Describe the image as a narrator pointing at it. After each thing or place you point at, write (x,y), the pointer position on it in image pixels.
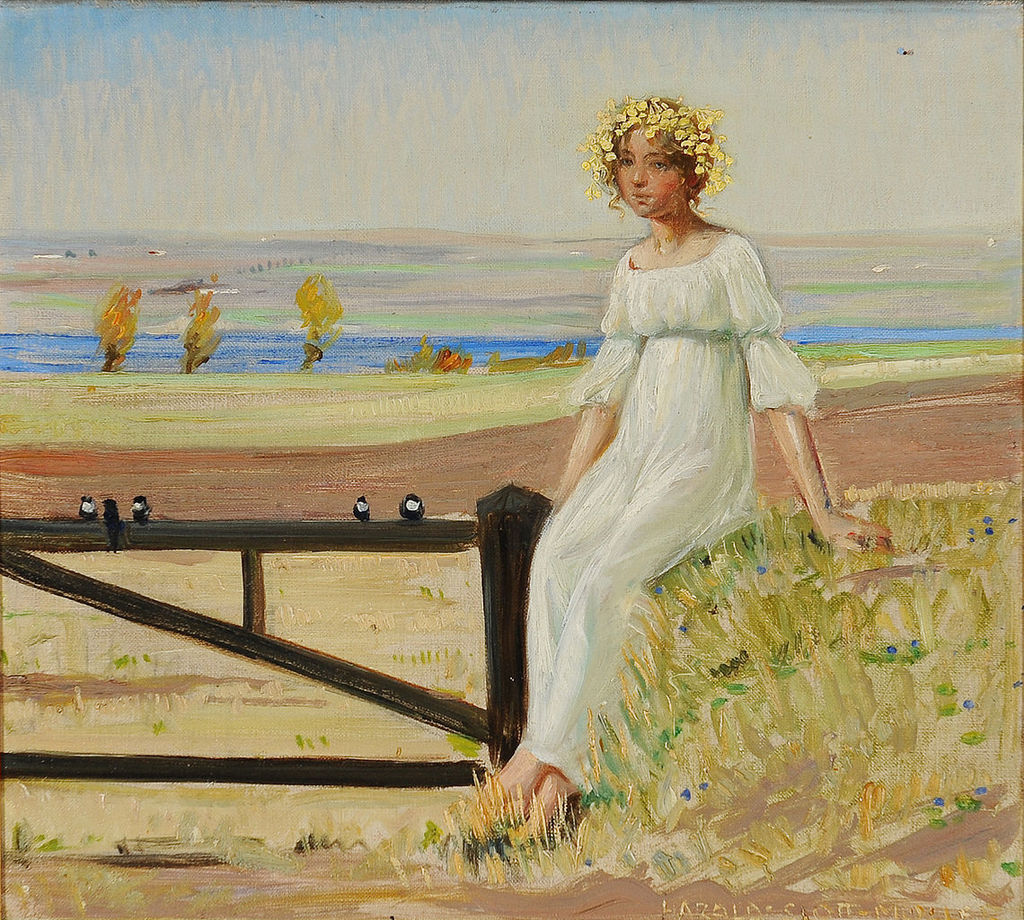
In this picture I can observe painting (591,667) of a woman (591,445). This woman (626,420) is sitting, wearing white color dress (545,595). Beside her there is a wooden railing (289,531). I can observe some birds (139,505) on the railing (337,541). In the background (187,354) there are some plants (127,324). I can observe lake (36,338). There is a sky (321,115) in the background (504,110).
